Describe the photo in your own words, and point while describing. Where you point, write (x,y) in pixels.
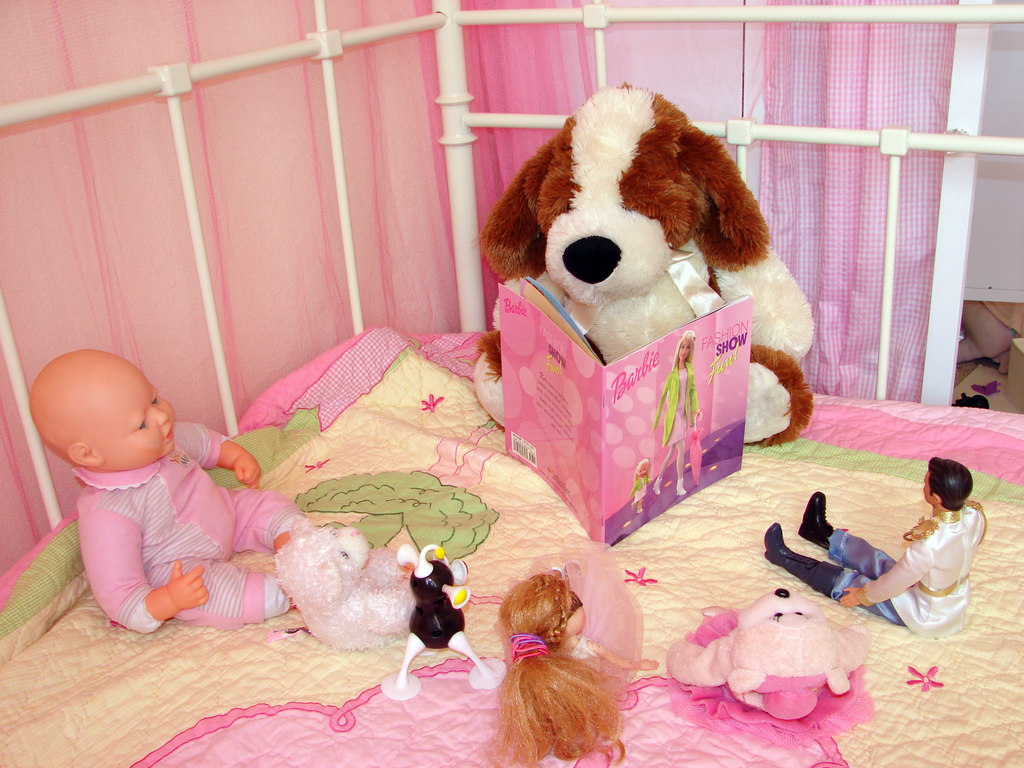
In this picture we can see a bed sheet (623,560) and on it we have a baby toy (163,482), man (826,526), girl toys (554,616), book (661,477) and aside to this we have a fence (442,34) with rods (459,68), curtains (371,144).
